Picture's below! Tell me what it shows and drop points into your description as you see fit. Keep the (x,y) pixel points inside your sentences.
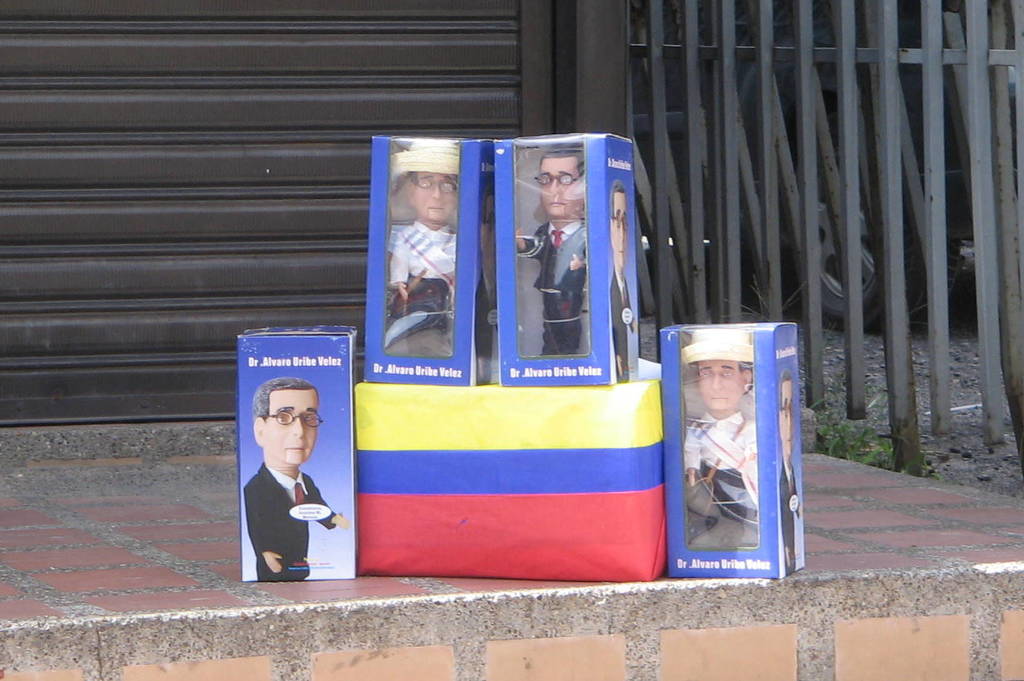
As we can see in the image there is rolling shutter (145,188), fence (815,143) and box (501,461). There are boxes (355,460) and dolls (703,435).
